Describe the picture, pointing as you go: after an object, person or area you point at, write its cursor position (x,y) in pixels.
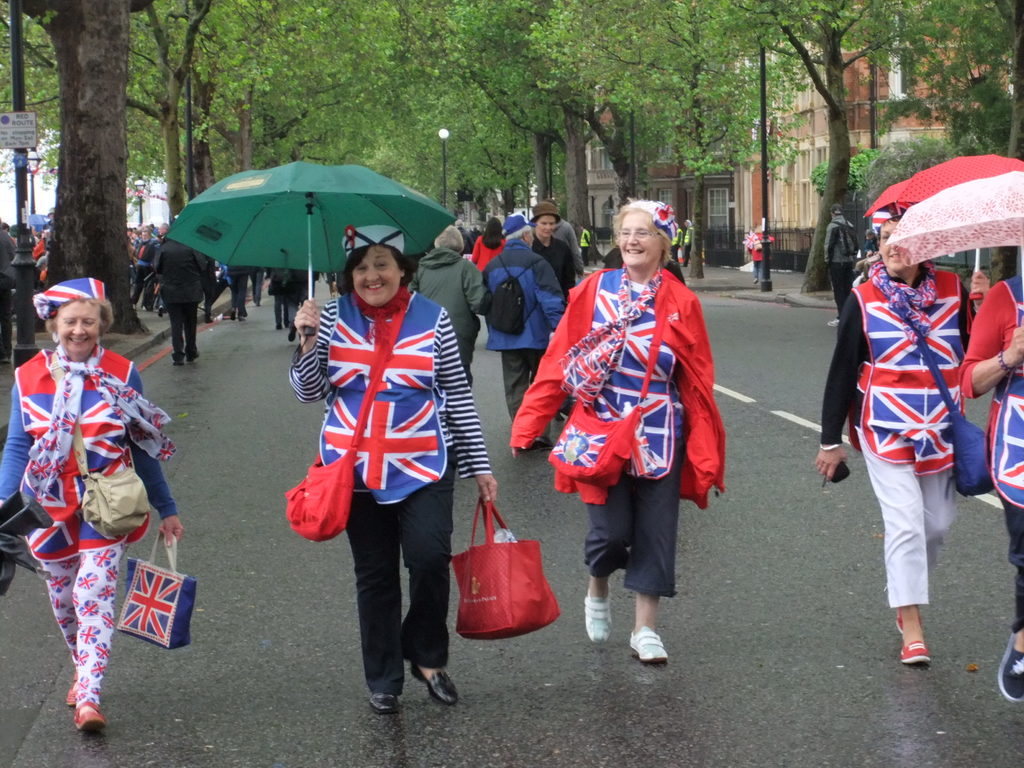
In this picture we can see there are groups of people (381,390) walking on the path (176,721) and some people (365,353) holding the umbrellas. Behind the people (472,332) there are poles (443,168) with lights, boards (19,142), trees (650,145) and buildings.
